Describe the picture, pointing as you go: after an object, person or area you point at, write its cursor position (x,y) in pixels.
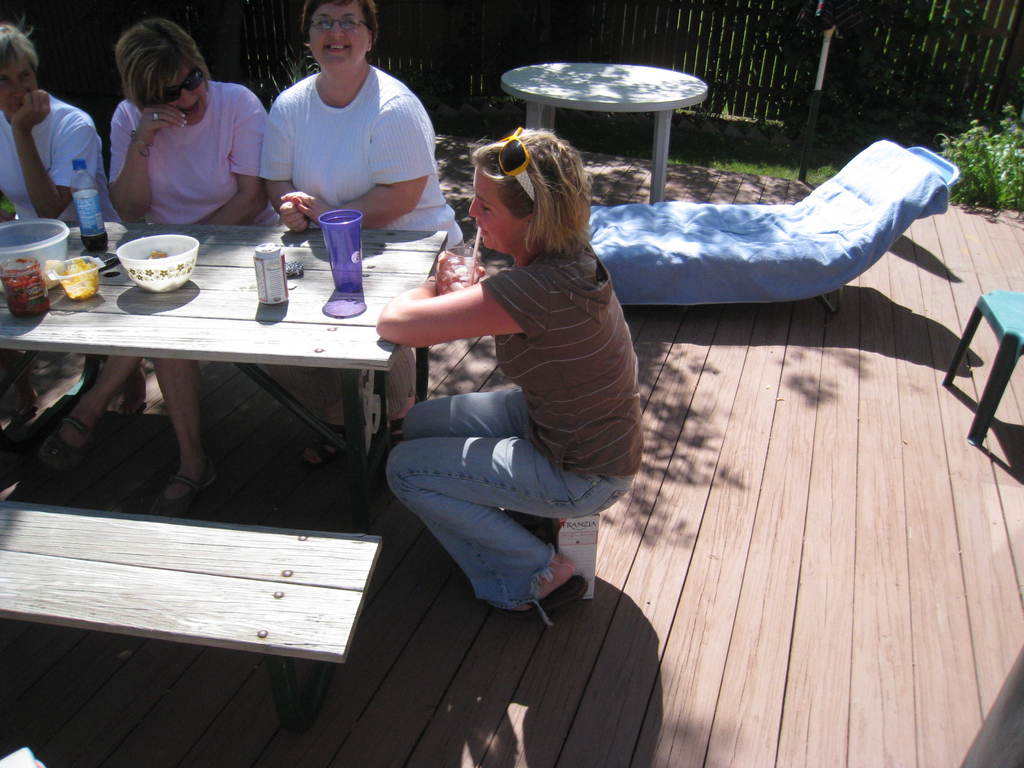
In this image i can see there is a group of people (213,180) who are sitting on a chair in front of a table (246,279). On the table (144,320) we have a water bottle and other objects (47,232) on it.
